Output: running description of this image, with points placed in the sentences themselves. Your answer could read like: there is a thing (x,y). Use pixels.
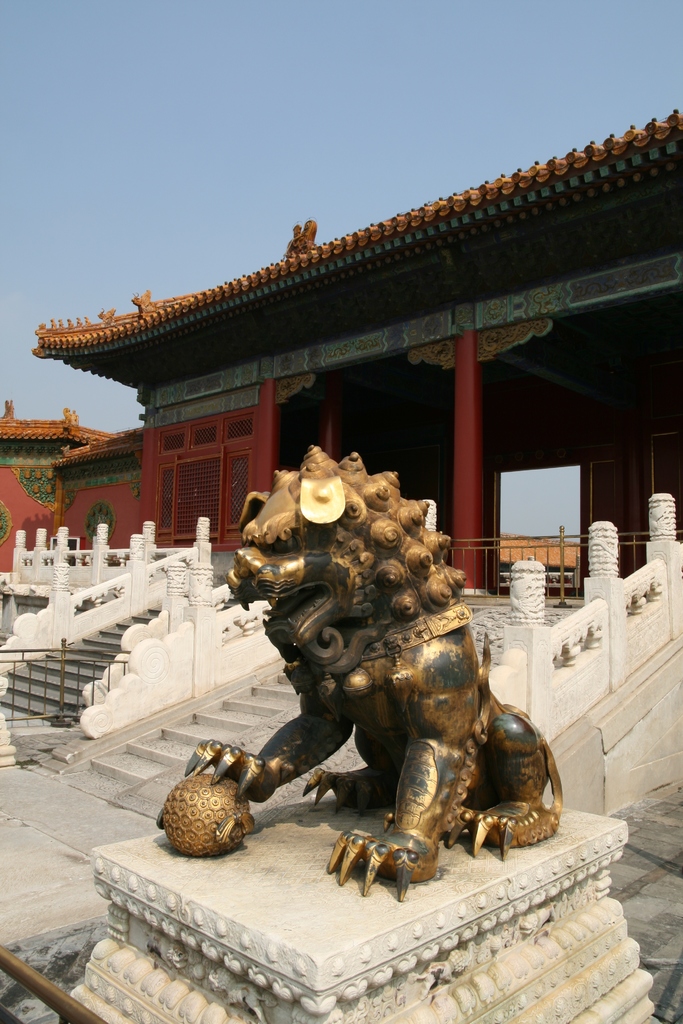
In this picture I can see a sculpture of a lion (226,752), there are stairs (162,771), iron grilles (34,667), there is a building (638,220), and in the background (291,100) there is the sky (277,100).
